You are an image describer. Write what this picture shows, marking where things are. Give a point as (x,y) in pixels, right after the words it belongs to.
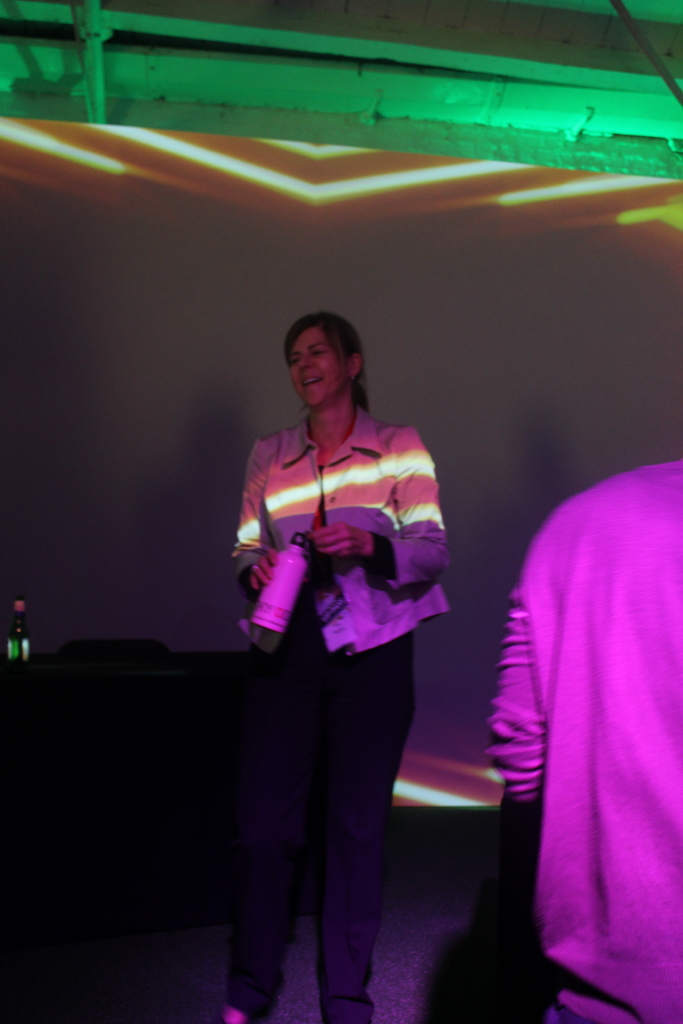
In the image we can see a woman (361,566) standing, wearing clothes (431,598) and holding a bottle (295,537) in her hand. Here we can even see another person (566,695) at the right corner of the image (623,744). Here we can see a light reflection (274,167) and this is a wall (479,390).
